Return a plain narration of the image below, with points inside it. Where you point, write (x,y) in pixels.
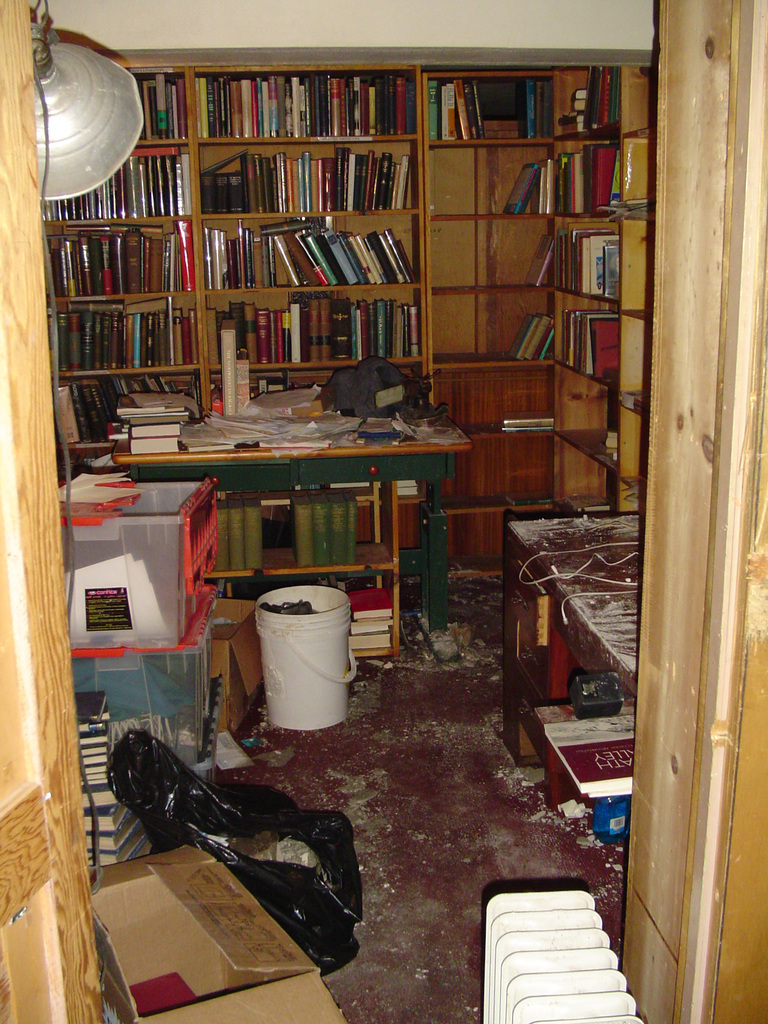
In this image i can see a book shelf (313,221) and books (311,194) in it, a table (311,425), a bucket (306,615) and a cover (270,871).
